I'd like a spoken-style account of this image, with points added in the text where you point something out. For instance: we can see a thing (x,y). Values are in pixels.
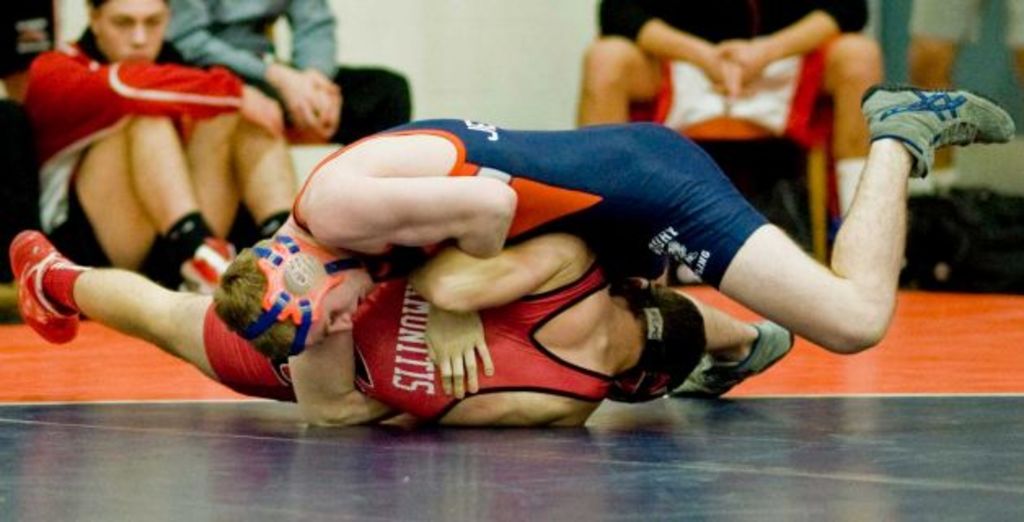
In this picture I can see two people (530,316) are lying on the floor (531,439). Some people (53,141) are sitting in the background (64,148). The people (465,281) in the front (465,281) are wearing shoes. In the background (490,91) I can see a white color wall (470,66).
